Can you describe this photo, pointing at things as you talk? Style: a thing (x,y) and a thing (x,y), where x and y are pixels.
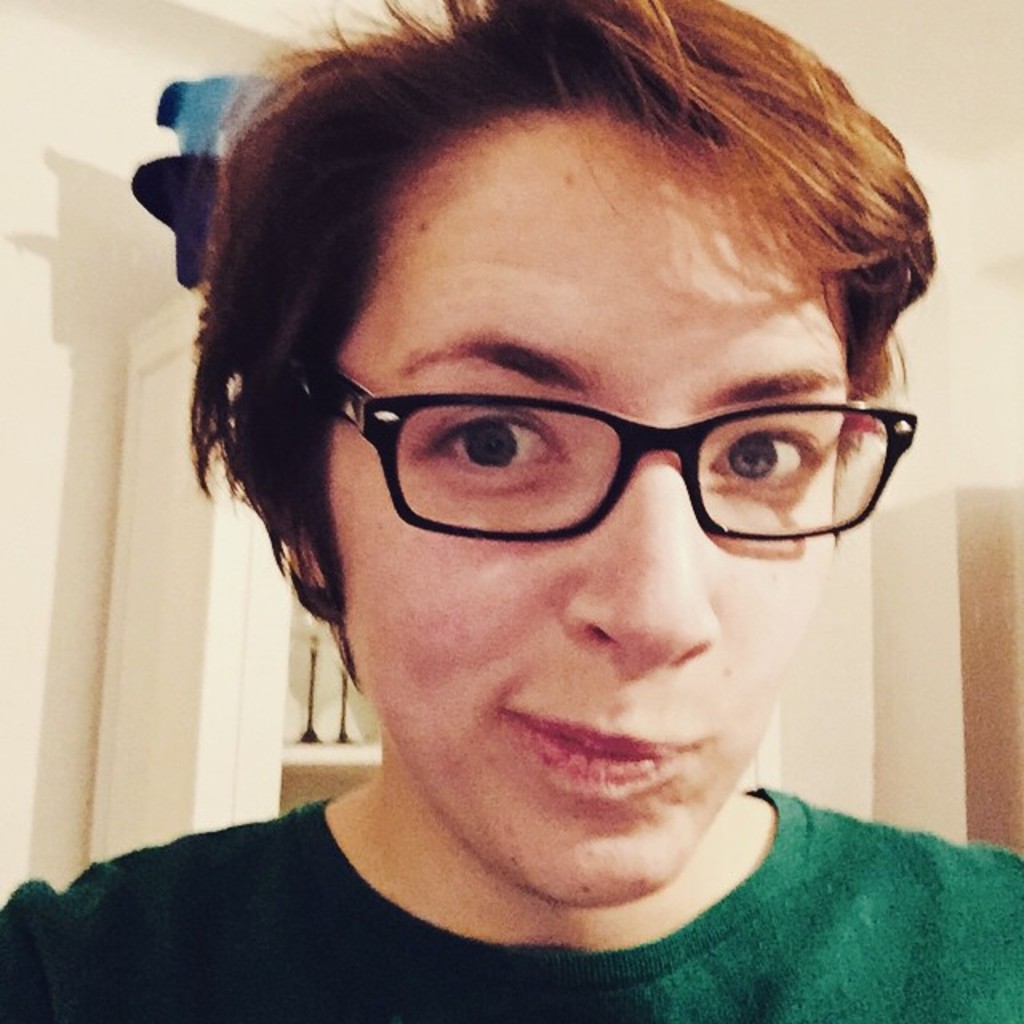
In this image, we can see a man (570,434) wearing glasses (360,405) and in the background (976,118), there is a wall (963,117).
